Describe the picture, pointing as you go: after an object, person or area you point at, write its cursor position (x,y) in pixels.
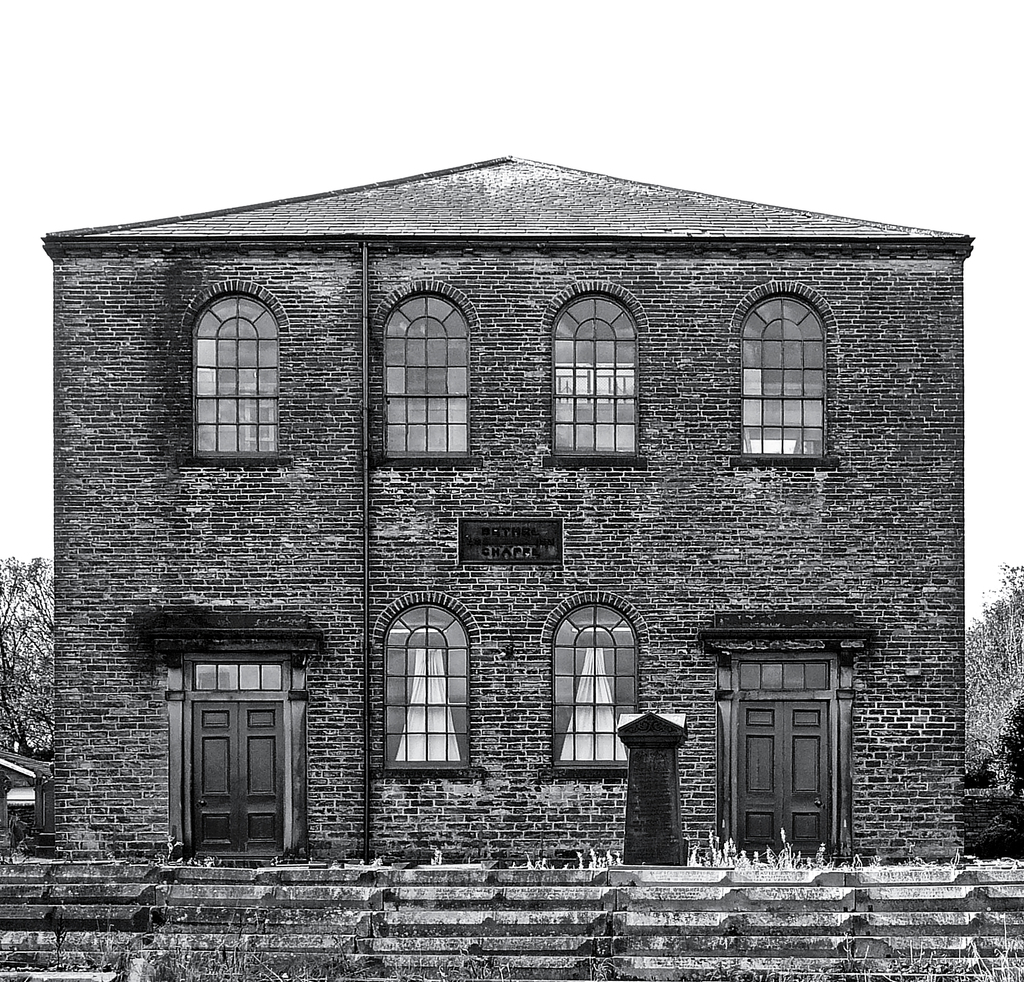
In the picture we can see a photo of the house (950,365) with four windows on the top (781,296) with glasses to it and two doors (760,831) and near it we can see some steps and besides the house (863,628) we can see some trees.
